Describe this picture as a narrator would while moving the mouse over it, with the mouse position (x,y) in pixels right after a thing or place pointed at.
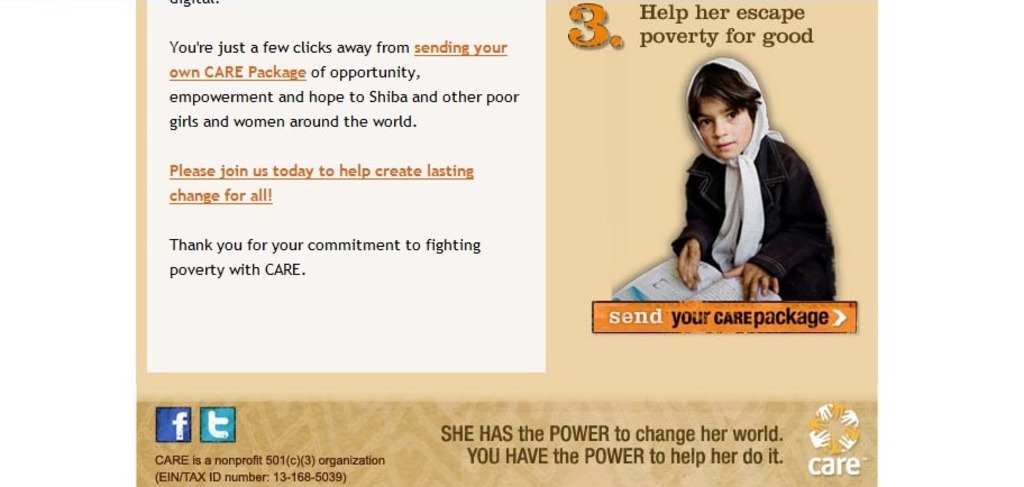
In the image we can see a web page (758,328). In the web page (678,155) we can see a girl (680,239) is holding a book (672,291).
